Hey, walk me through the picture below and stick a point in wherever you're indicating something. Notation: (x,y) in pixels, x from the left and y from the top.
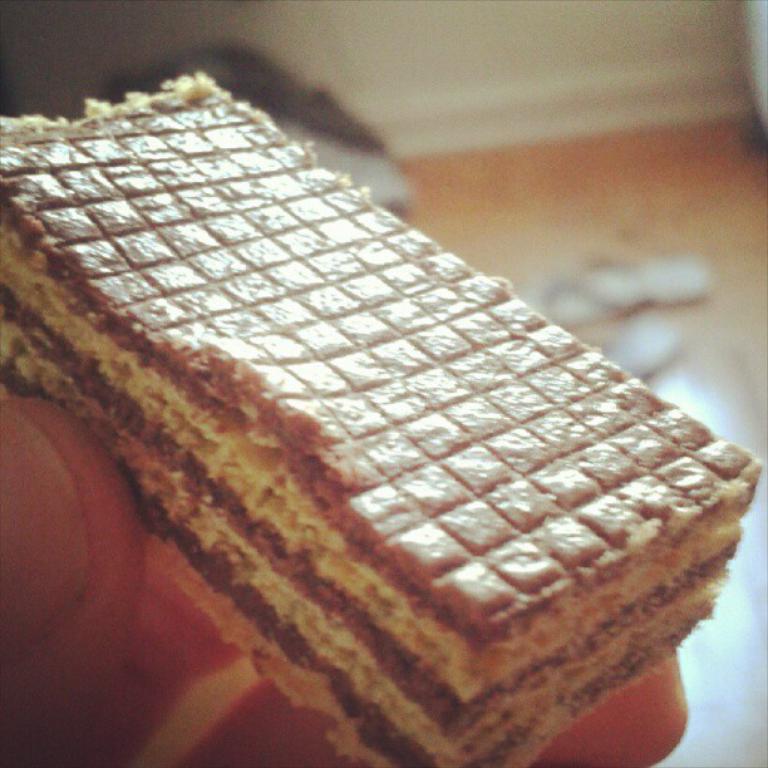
We can see food (330,479) hold with hand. In the background (640,274) it is blurry and we can see footwear (657,290).
